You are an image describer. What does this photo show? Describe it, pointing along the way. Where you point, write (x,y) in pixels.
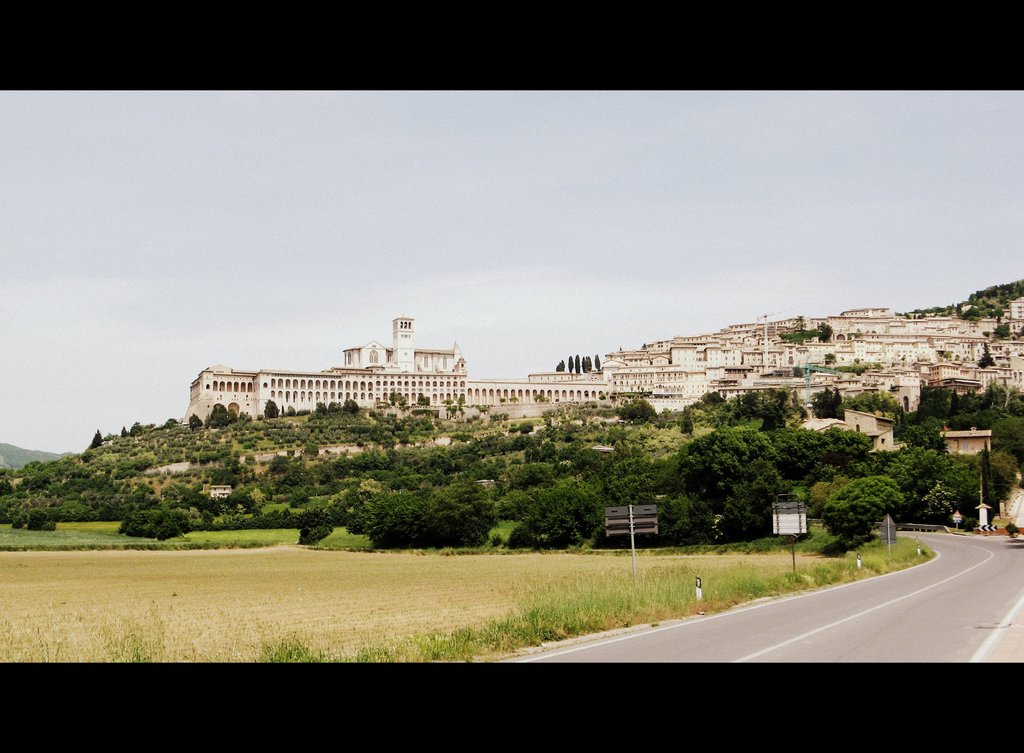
In the picture we can see a road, beside it, we can see a grassy plants (618,597) and grass surface (494,582) and in the background (222,381), we can see some palace (561,372) and some buildings (726,330) and trees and we can also see a sky (346,242).
